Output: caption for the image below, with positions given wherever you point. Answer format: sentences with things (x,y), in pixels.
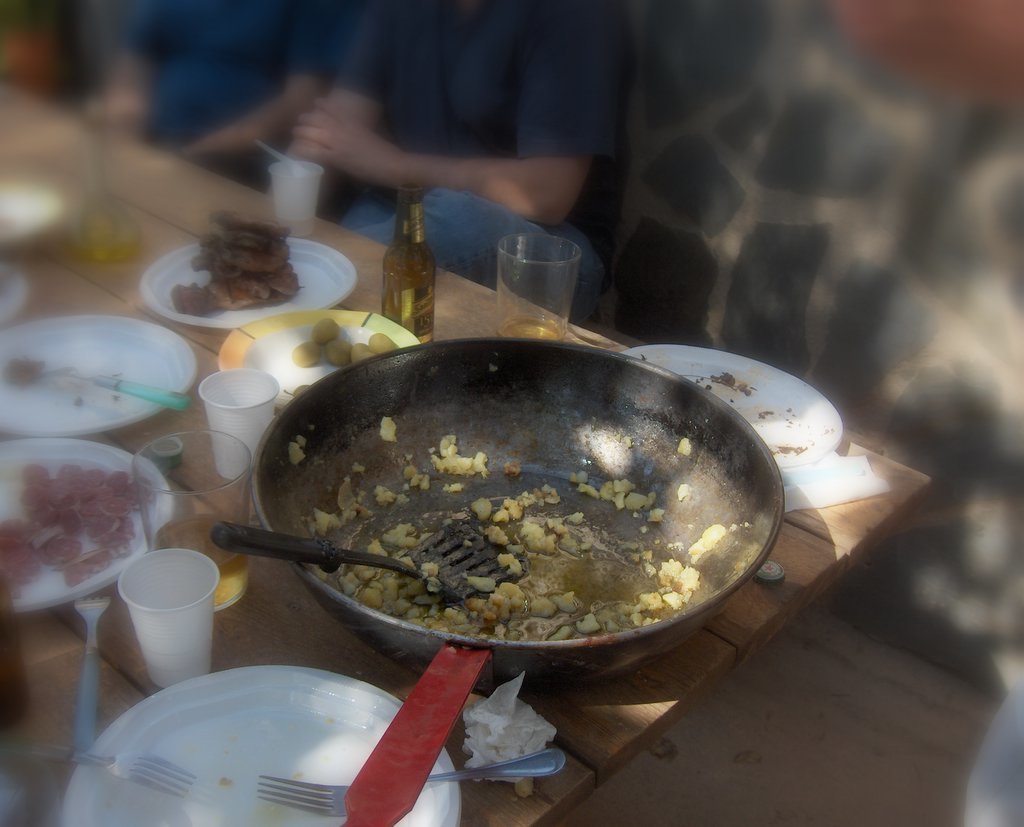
As we can see in a picture that, this is a table (55,290) on which plates (77,382), glass (179,497), spoon (453,577), fork (298,785), tissue paper (492,730), beer bottle (402,271) are there. There are person (357,85) sitting on chair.
